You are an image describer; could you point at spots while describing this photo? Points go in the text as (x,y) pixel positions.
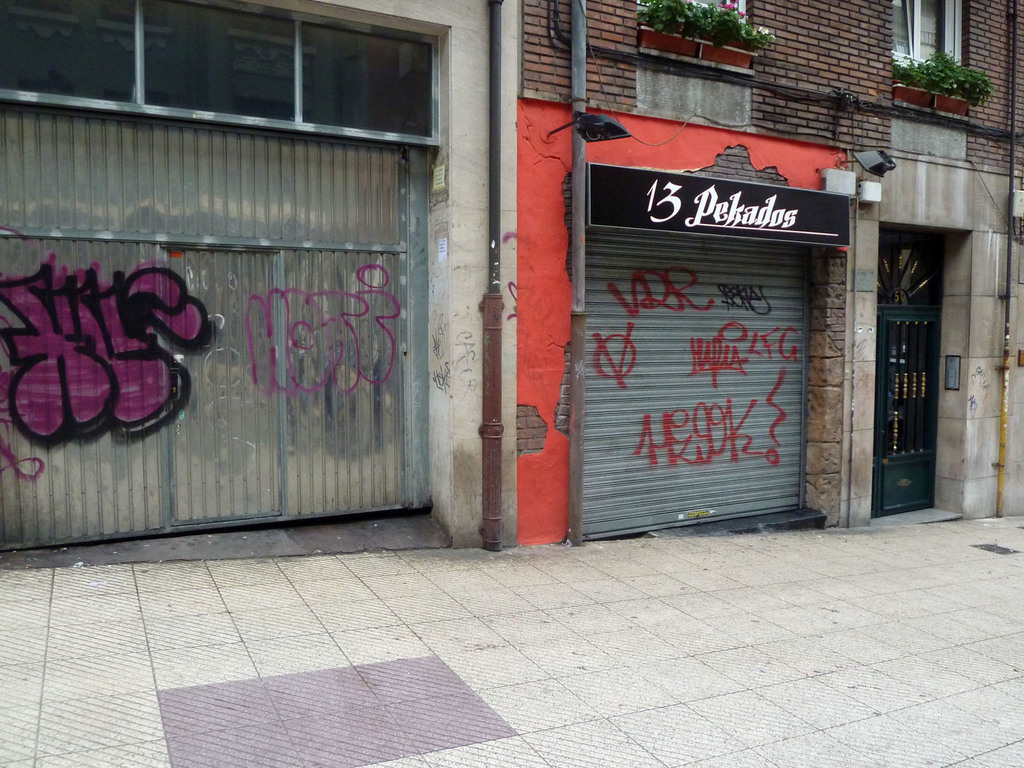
In this image we can see buildings (987,478), there are some shutters (602,241), with some paint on it, there are lights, pipes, plants (713,40), a gate (893,369), there is a board (730,188) with some text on it, also we can see the windows (935,36), and pavement (655,610).
